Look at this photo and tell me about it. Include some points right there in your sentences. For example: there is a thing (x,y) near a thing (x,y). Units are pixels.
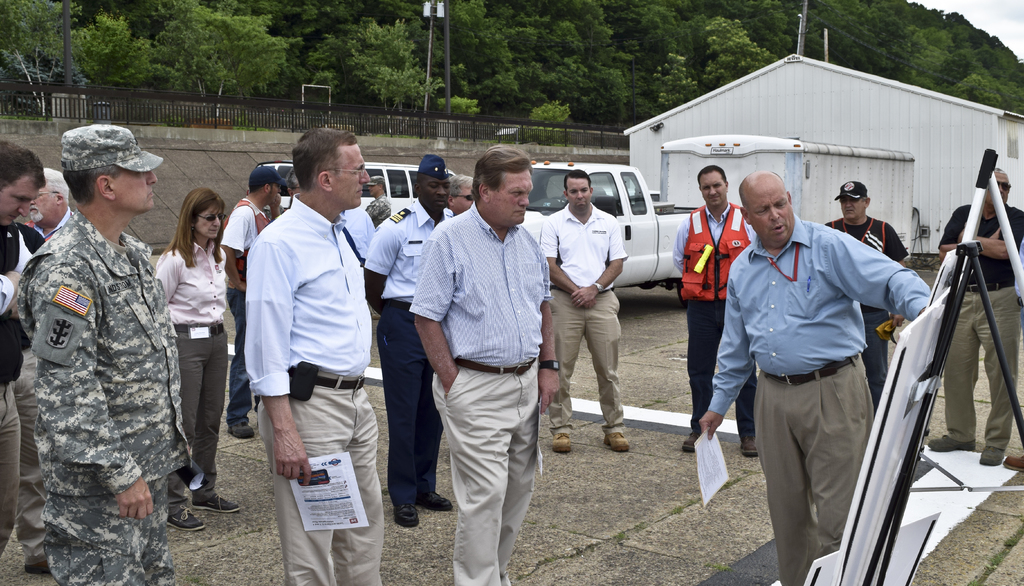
In this picture we can see a group of people (811,382) standing on the ground (628,452) and some are holding papers (701,461) with their hands (286,462) and in front of them we can see stands (973,238) and in the background (413,149) we can see vehicles (414,174), wall (12,142), fence (540,123), trees (575,56), shed (790,96), poles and some objects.
